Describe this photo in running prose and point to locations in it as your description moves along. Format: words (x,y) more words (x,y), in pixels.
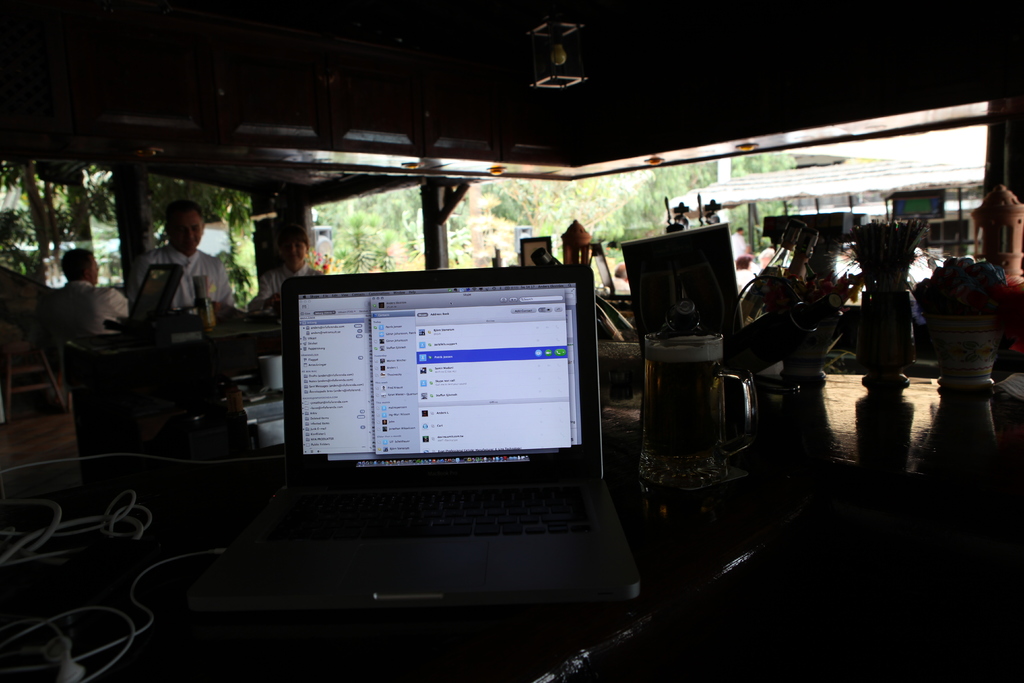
At the bottom of the image (568,497) there is a table (733,525) with a laptop (343,413), glass (686,379) with beer (704,379) and also there are white color wires (53,656). Behind the table (99,586) there are few items (956,335) on the table (149,581). There are few people (306,251) in the image. And also there are pillars (127,259) and roof (221,57) at the top of the image (182,89). And also there is a lamp (570,42) hanging. In the background (525,222) there are trees (336,230) and also there are few buildings (887,176) with roofs (780,181).
